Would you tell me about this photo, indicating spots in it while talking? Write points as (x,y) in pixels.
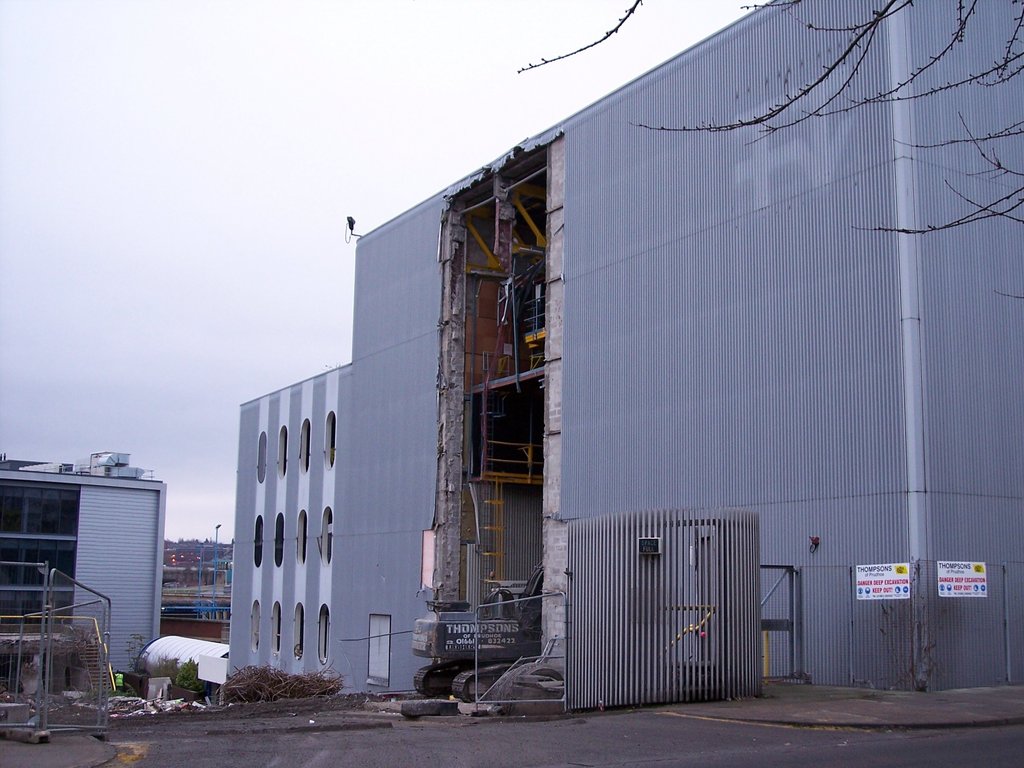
In the picture I can see buildings (385,616), plants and some other objects (703,690). In the background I can see the sky (163,263).
